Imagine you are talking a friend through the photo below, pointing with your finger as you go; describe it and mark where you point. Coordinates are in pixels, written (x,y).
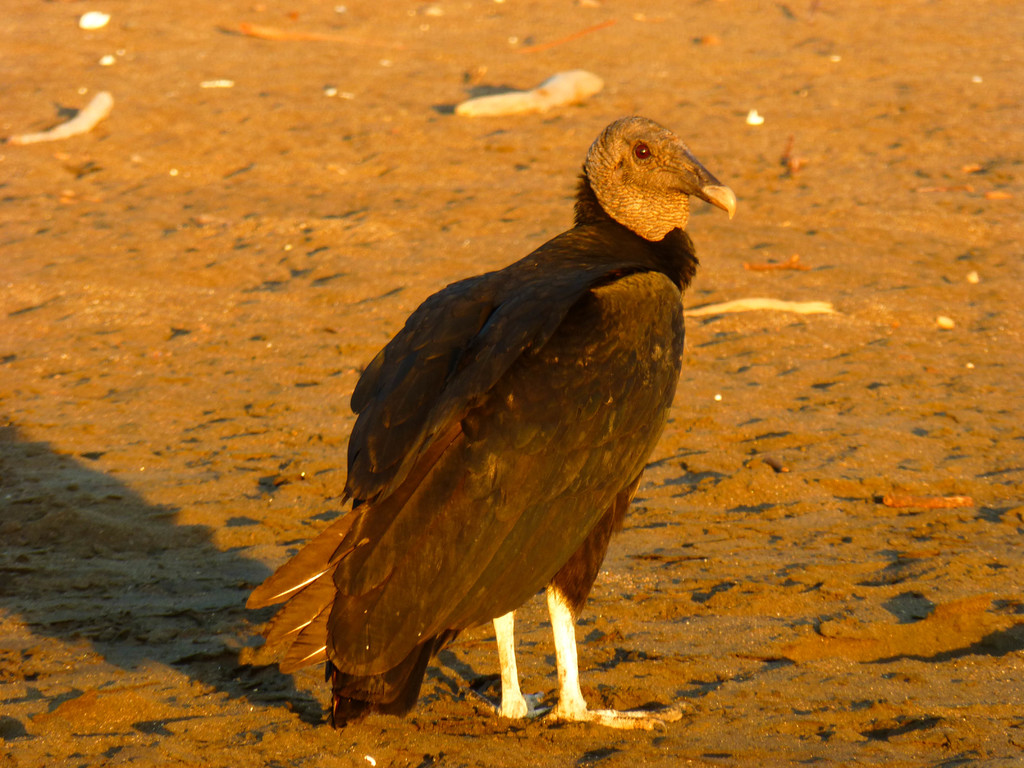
In this image we can see a bird (593,268) on the ground (501,191), it is in brown color, there is the eye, there are feathers (484,526) on it.
